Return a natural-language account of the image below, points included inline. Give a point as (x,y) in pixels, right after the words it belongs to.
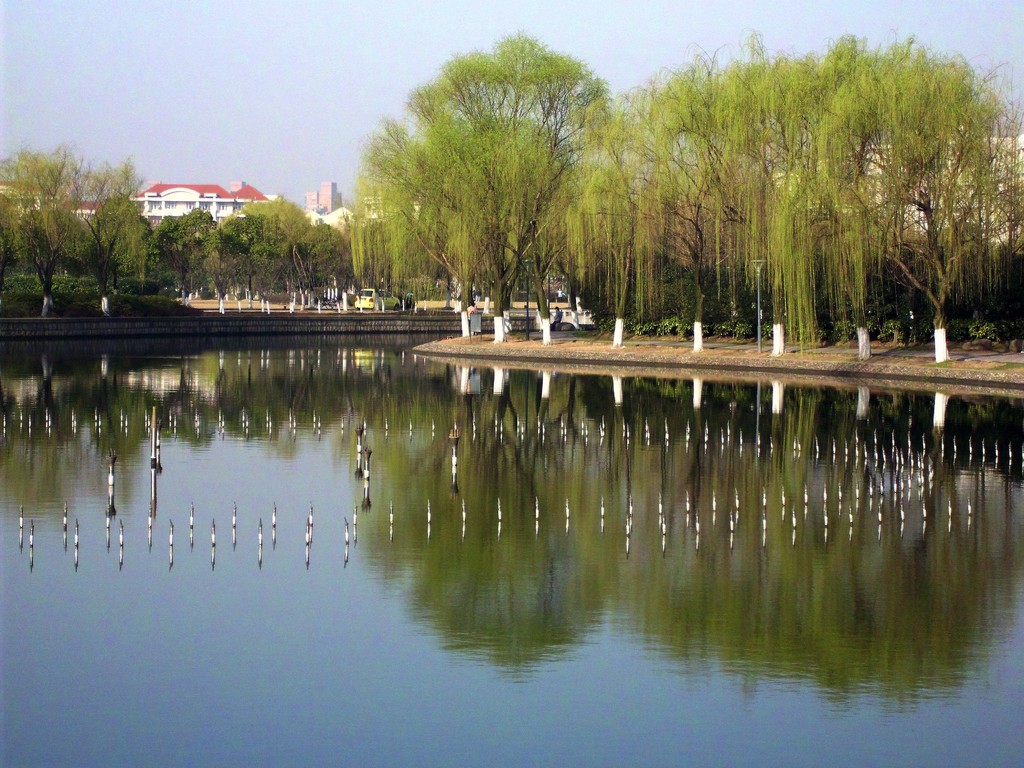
This picture is clicked outside. In the foreground (270,629) we can see there are some objects (366,506) in the water body (699,519). In the center (386,268) we can see the plants (746,314) and trees (444,266) and the buildings (170,205). In the background (295,92) we can see the sky (642,62).
